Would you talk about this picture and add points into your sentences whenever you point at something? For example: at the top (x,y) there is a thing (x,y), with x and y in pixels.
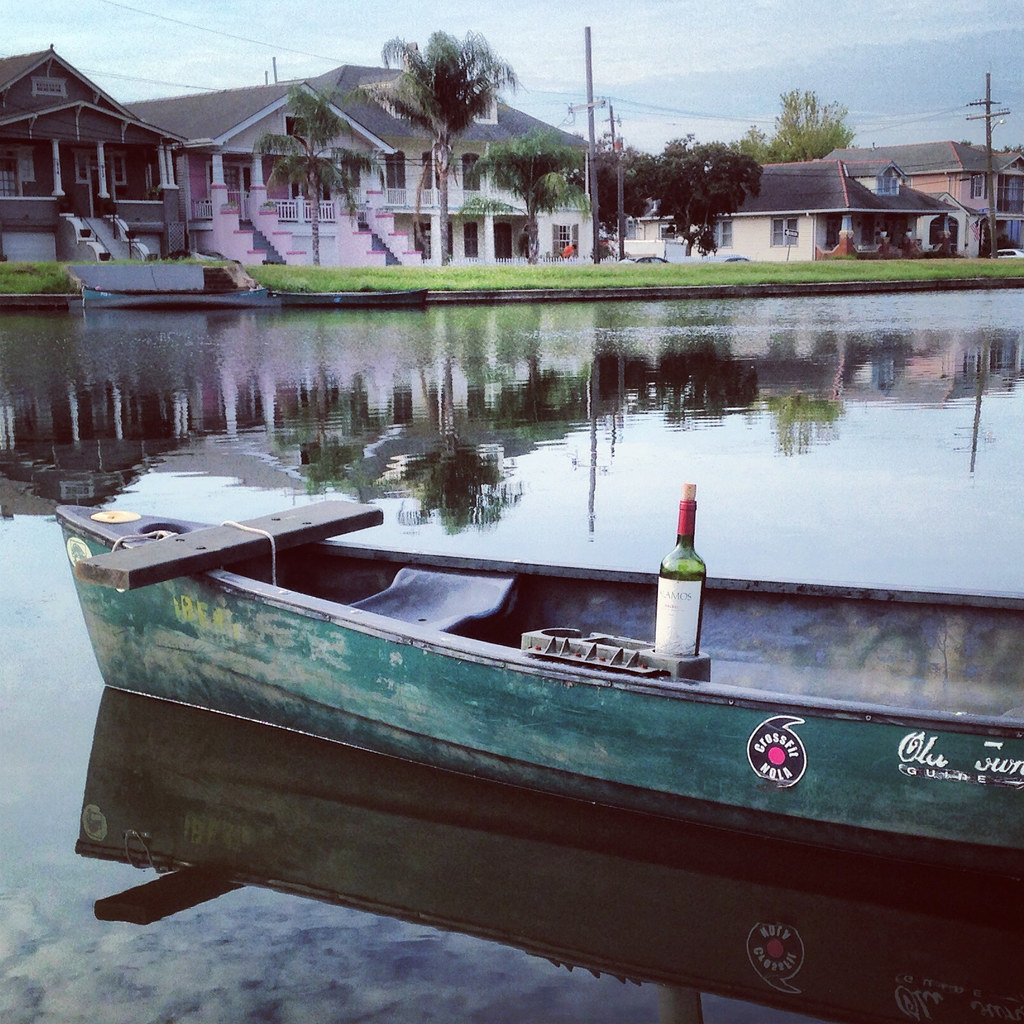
There is a boat (502,584) in the center of the image (615,617) on the water surface (773,539) and there is a bottle (665,625) on the boat (719,619) and there are houses (412,258), trees (505,187), poles (594,208), vehicles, wires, grassland (631,268) and sky (661,105) in the background area (686,263).
